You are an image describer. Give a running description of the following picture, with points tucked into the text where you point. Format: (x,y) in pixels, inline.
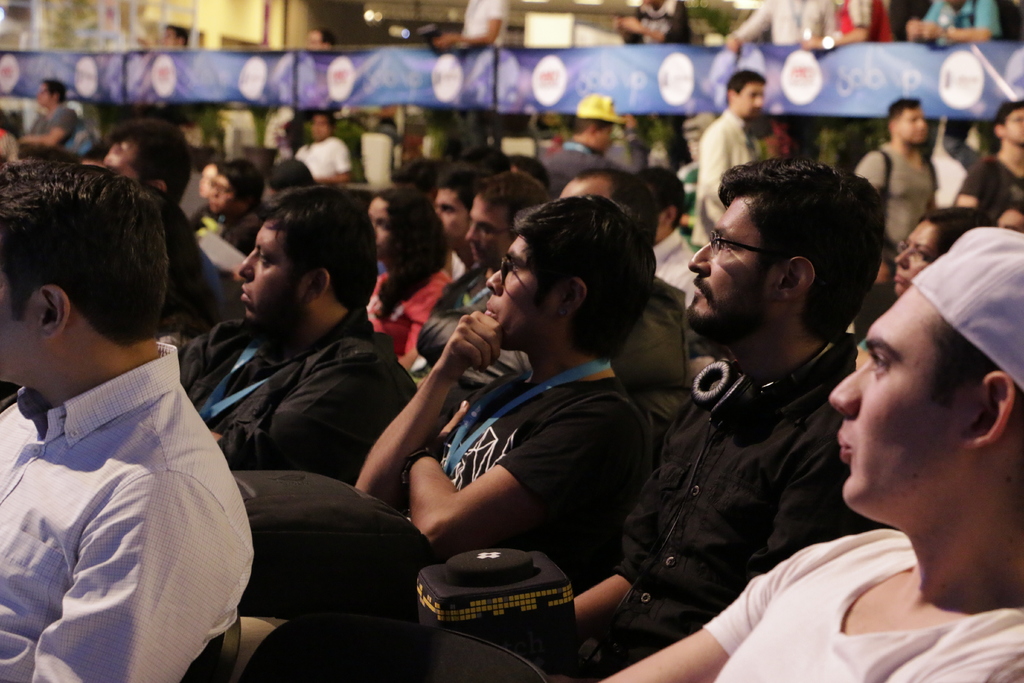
In this image I can see a group of people (318,297) sitting and wearing different dress (634,574). Back I can see few blue banners (414,51) and few people (793,34) are standing.
